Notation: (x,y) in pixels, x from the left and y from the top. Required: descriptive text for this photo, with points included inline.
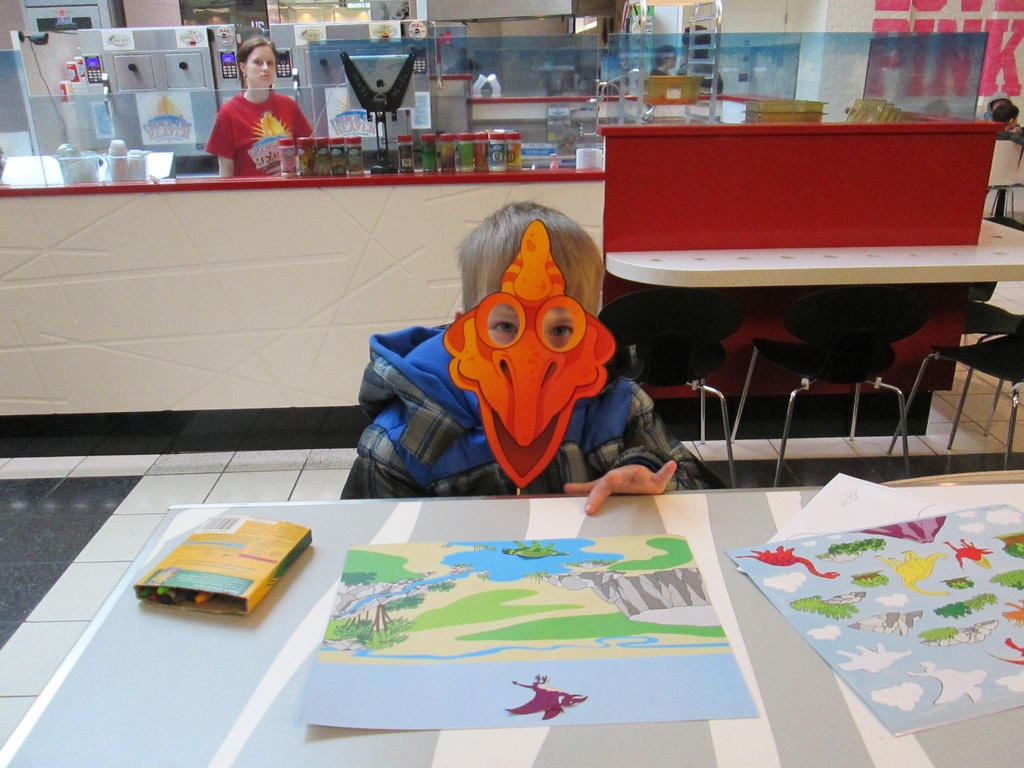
In the image we can see there is a kid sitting on the chair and he is wearing mask (506,372) on his face (549,335). There are cartoons (921,567) drawn on the paper (924,586) and kept on the table (318,572).
